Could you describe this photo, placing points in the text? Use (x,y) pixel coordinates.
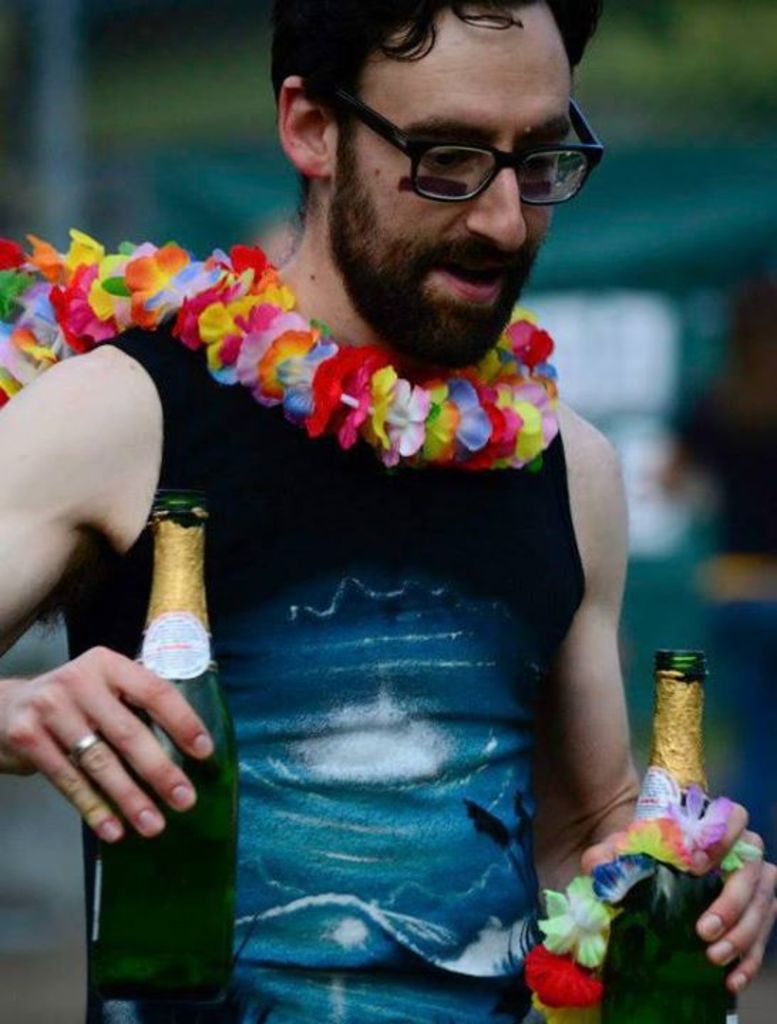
In the picture there is a man (292,681) wearing blue color t shirt (376,510) and spectacles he is holding two bottles (230,889) in his both the hands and garland (233,357) around his neck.
